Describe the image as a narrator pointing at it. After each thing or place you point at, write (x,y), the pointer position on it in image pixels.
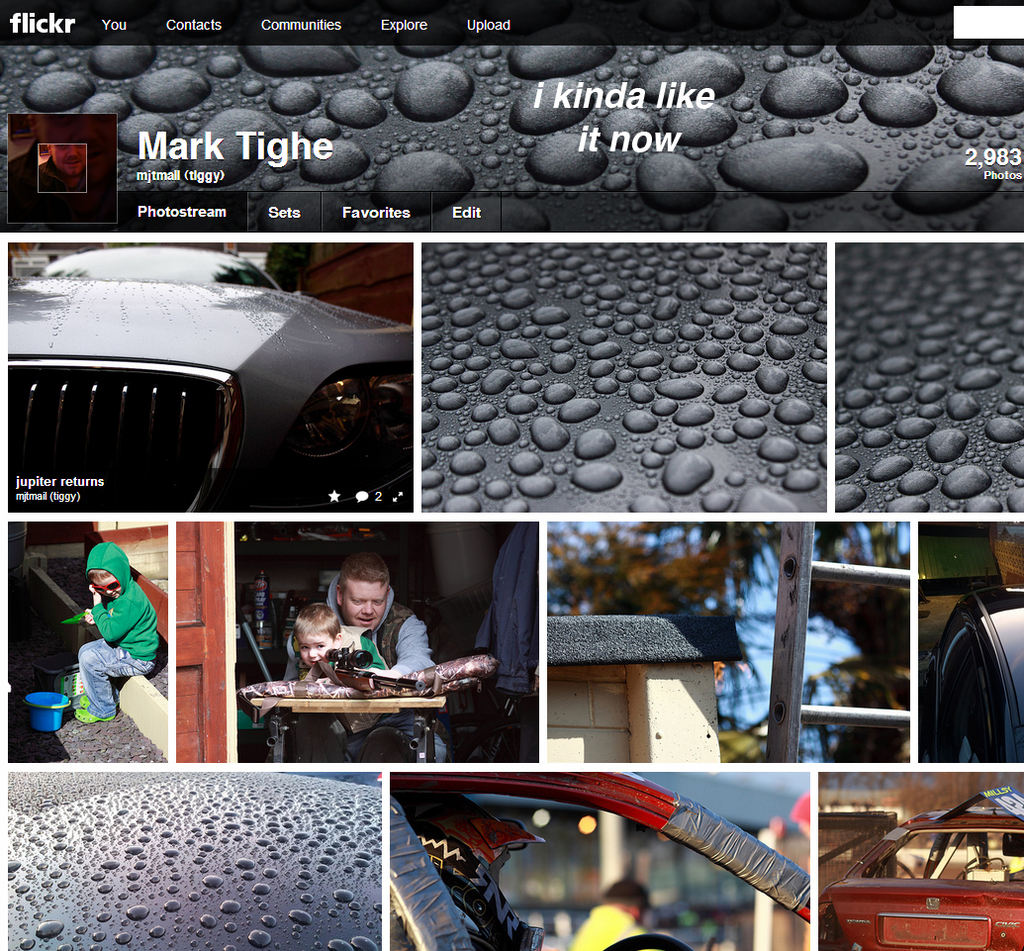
It is the photo grid image in which there are so many photos (584,371). On the left side (215,379) there is a car image (169,362), Above that there is a wallpaper (525,132). Under the car image (84,510) there is a child (129,644) sitting on a ledge (136,681). At the bottom (855,899) there is a car (938,858) on the right side (938,880). On the left side (165,860) there are droplets of water (178,878) on a surface (239,875). In the middle (674,631) there is a ladder image (755,674).
